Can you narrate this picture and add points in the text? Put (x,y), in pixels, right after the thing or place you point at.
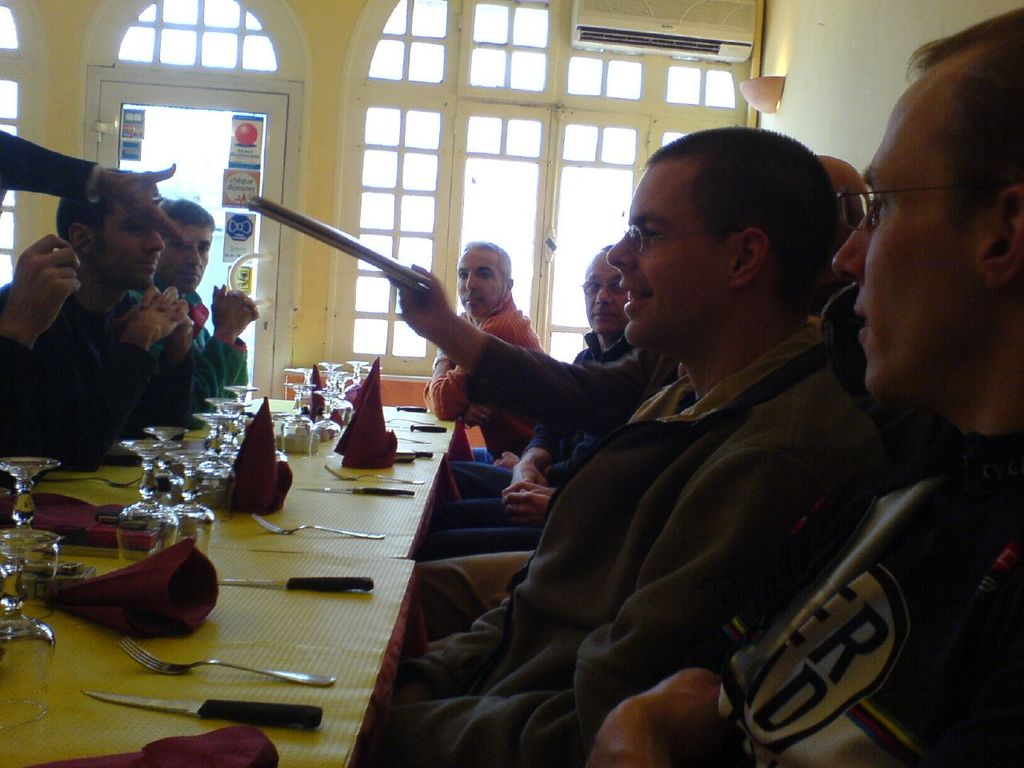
On the background (446,101) we can see wall (792,106), window (439,153), door (225,158) and few stickers (240,163) are pasted over the door (244,111). This is an Air Conditioner (664,30). Here we can see few men (700,422) sitting on chairs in front of a table (363,681) and on the table (378,589) we can see napkins (186,611), knives (302,589) and forks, glasses (222,450). This person (489,374) is giving a book (382,260) to the other person (153,202).
